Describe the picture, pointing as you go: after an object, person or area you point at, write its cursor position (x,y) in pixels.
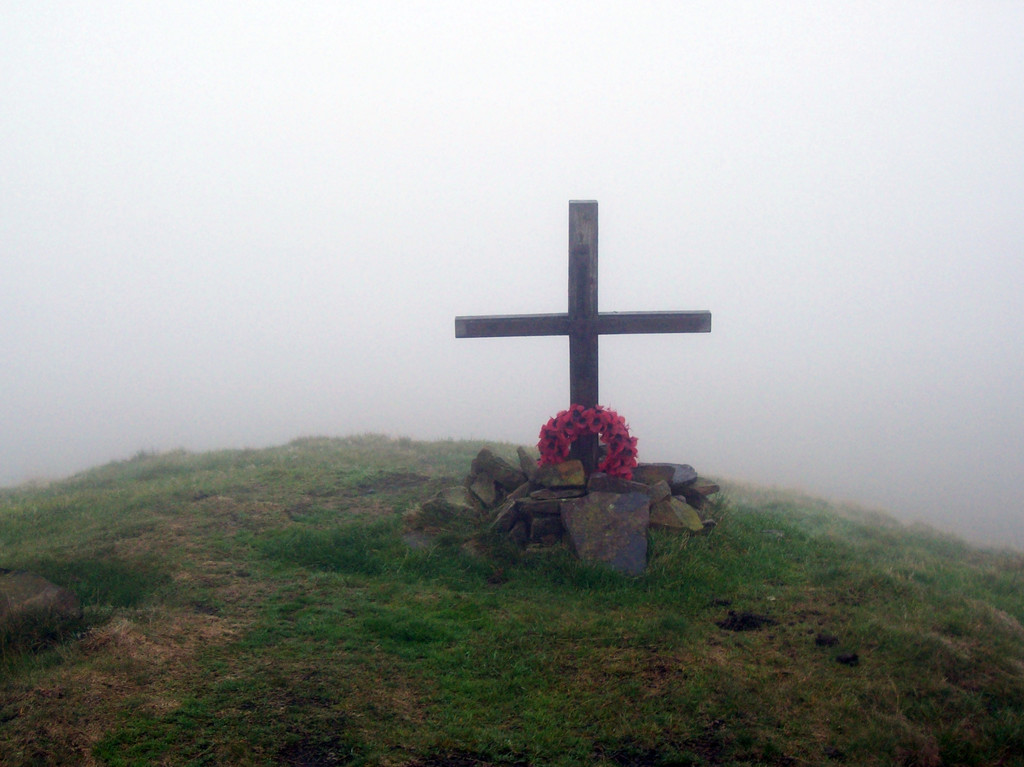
In the picture there is a grave (586,475) of some person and there is a red garland (582,428) kept upon the grave (605,490) in front of the cross (574,326) and behind the grave (621,489) there is a lot of fog (580,109).
